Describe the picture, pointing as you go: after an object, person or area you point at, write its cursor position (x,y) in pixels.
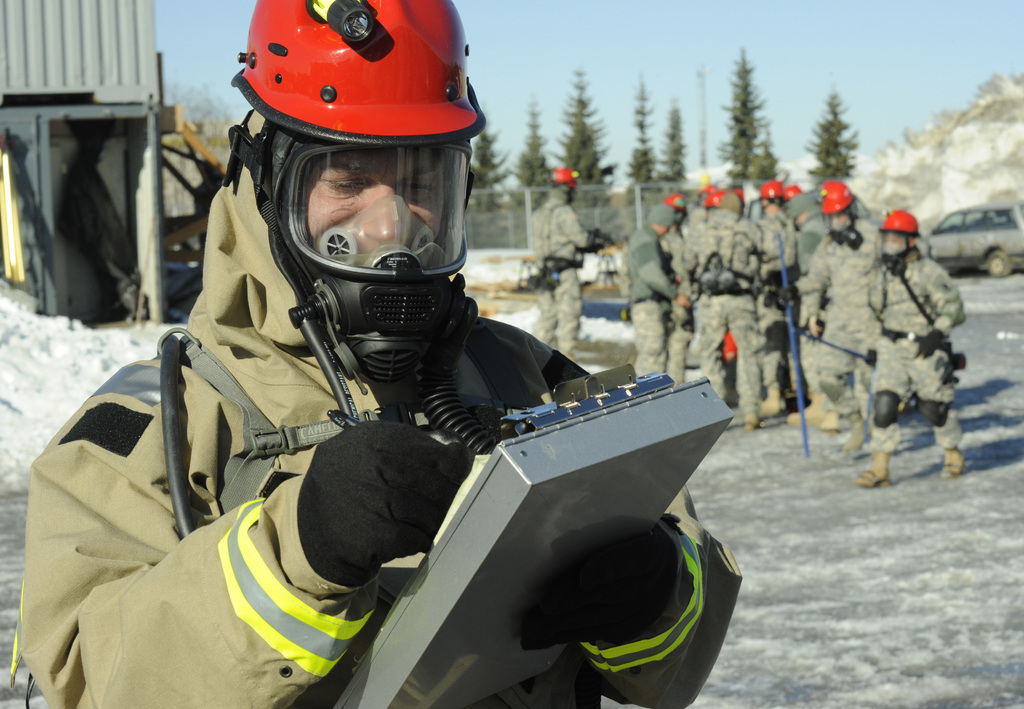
This image is clicked outside. There are some persons (701,335) in the middle (567,236). There are trees (574,164) at the top (638,132). There is sky (639,66) at the top (763,115). There is a car (1007,215) on the right side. Most of the people (265,174) are wearing helmets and most are in military dresses (690,286).
